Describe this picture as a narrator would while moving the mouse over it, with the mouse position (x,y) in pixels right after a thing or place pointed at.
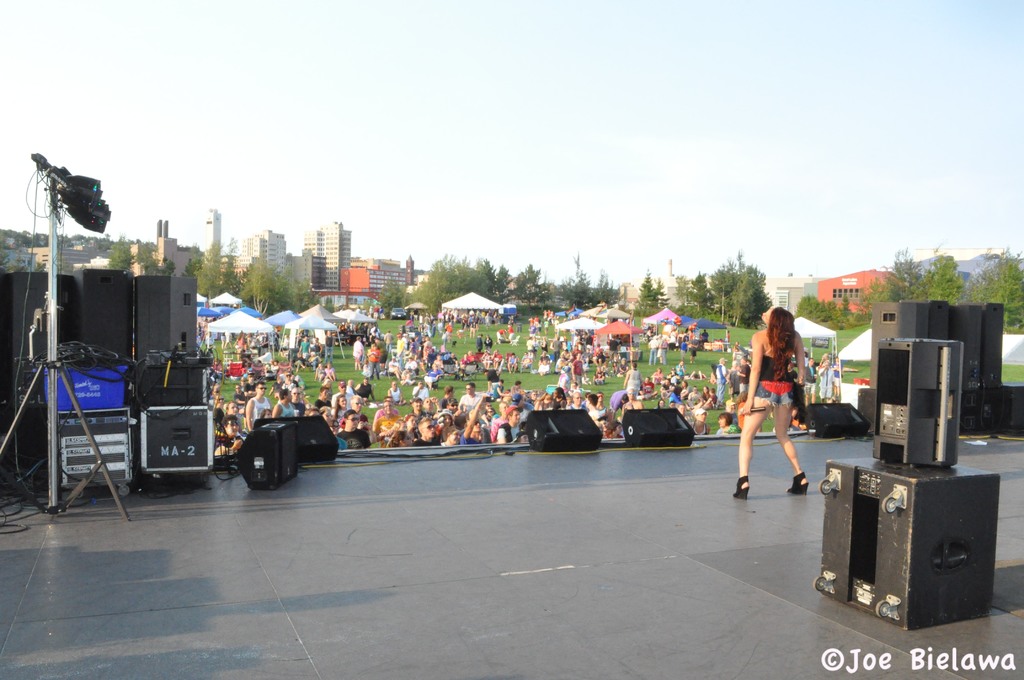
In this picture there is a woman (748,427) standing and holding the microphone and there are speakers (954,377) and there is a light (77,220) on the stage (56,529). At the back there are group of people (736,380) and there are buildings (82,253), trees (125,257) and tents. At the top (513,108) there is sky (554,111). At the bottom (462,610) there is floor (889,673).
